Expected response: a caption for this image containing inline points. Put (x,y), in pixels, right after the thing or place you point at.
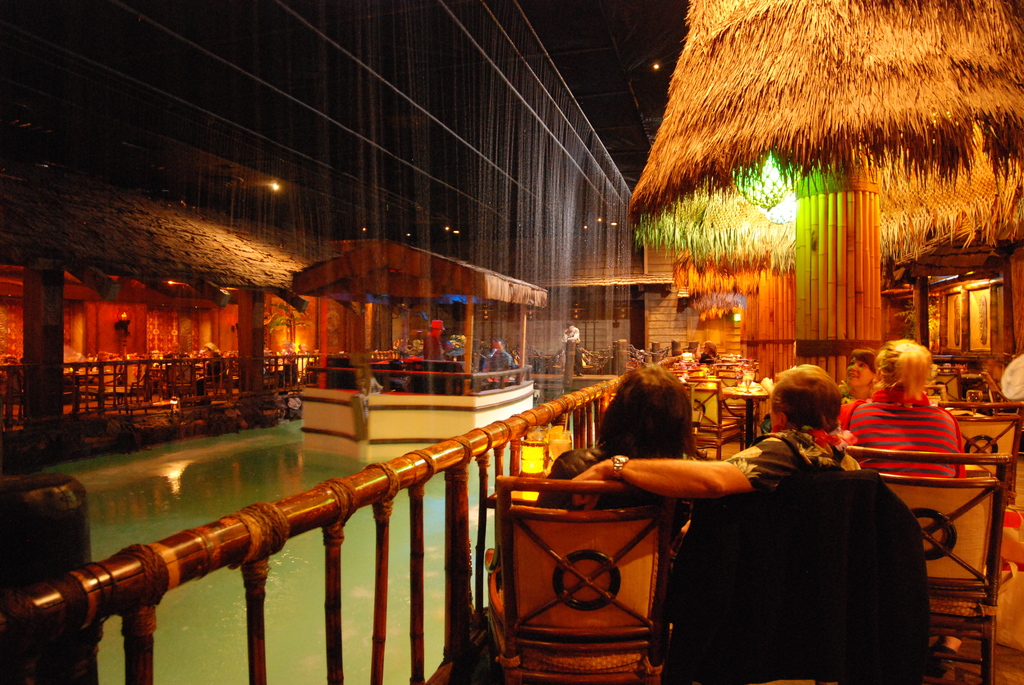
This image consists of many people (875,385). It looks like a restaurant (518,494). In the front (742,533), there are tables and chairs (519,511). On the right (943,129), there is a hut (830,164). On the left (256,574), we can see a handrail (340,505) and a small shed (383,368). At the bottom (201,645), there is water (203,627). At the top (485,116), there is waterfall (449,66).
